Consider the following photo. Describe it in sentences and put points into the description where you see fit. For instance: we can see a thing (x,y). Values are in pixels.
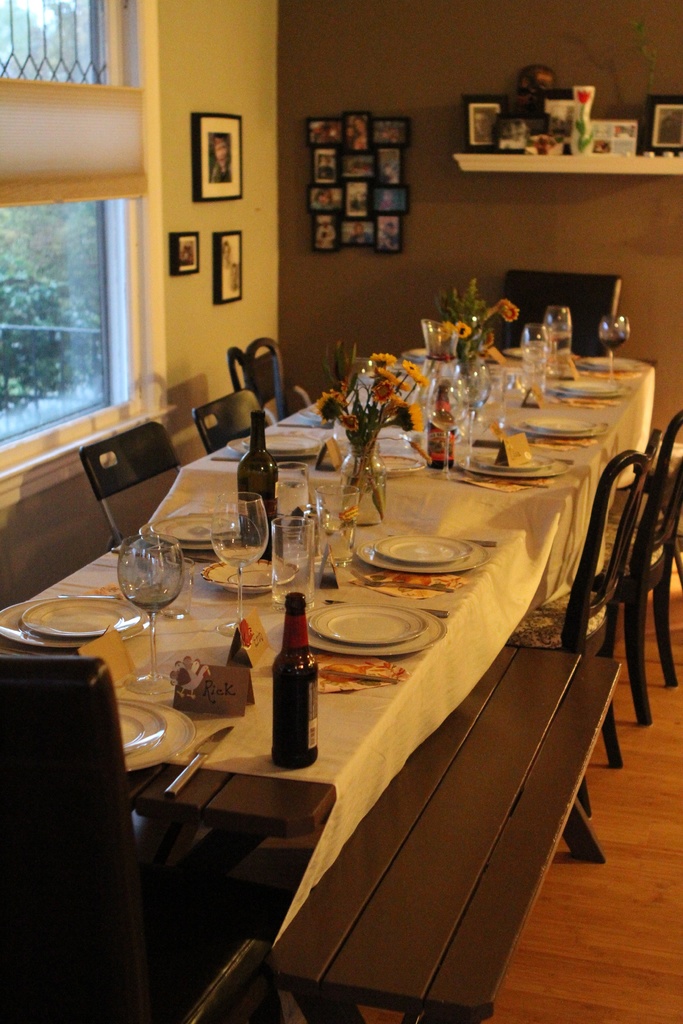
In this picture we can see a bench (336,944), chairs (235,403) on the floor (669,695), tables (282,788) with a white cloth (230,750), plates (431,559), glasses (275,589), bottles (275,735), name cards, flower vases (381,462), knives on it and in the background (177,413) we can see windows (60,378), rack (672,160), frames (367,140) on walls (453,31) and some objects (568,114).
